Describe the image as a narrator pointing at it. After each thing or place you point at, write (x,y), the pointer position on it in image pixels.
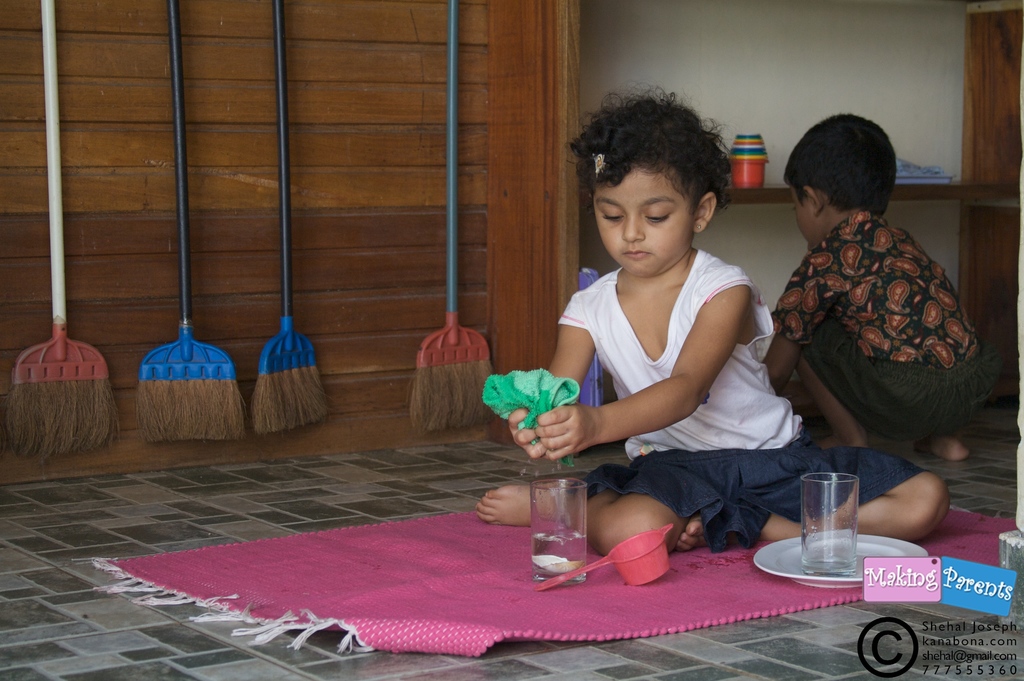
In the picture I can see a girl (712,432) is holding a cloth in hands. I can also see a boy (831,389) is crouching on the floor (352,485). In the background (183,440) I can see broomsticks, a mat (815,595), a glass (836,561) on a plate (846,578) and some other objects (556,544). On the bottom right side of the image (961,633) I can see a watermark (932,659).
